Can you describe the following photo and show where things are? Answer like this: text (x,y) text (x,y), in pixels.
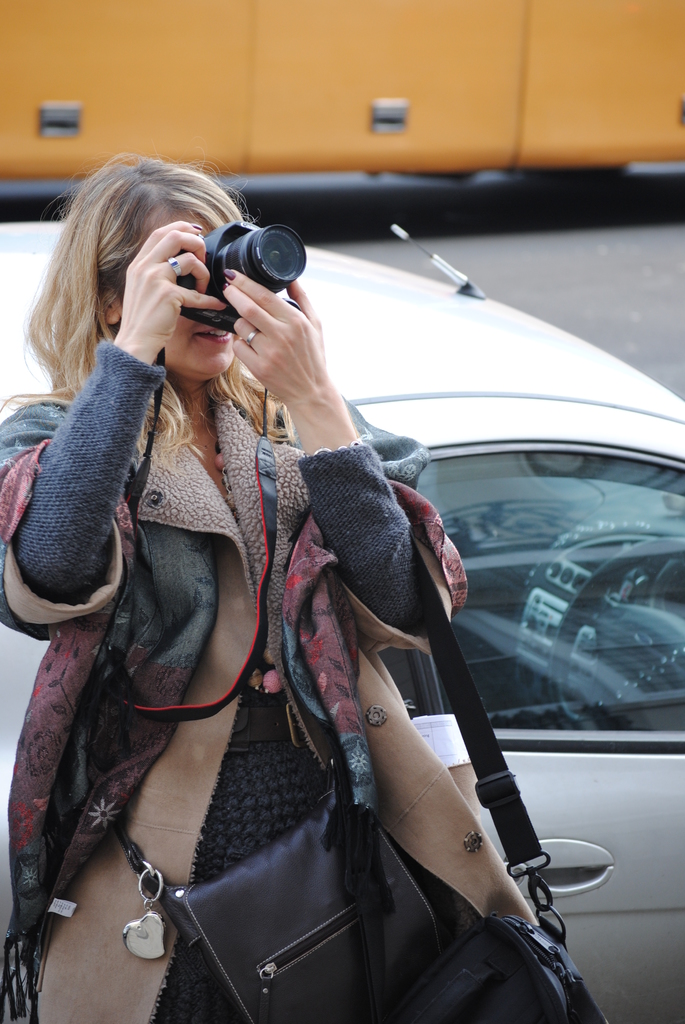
In the picture there is a woman (349,639) capturing an image with the camera (227,230) she is carrying a bag (284,886) there is a car (34,274) behind the women (385,527) there is a road (555,250).
